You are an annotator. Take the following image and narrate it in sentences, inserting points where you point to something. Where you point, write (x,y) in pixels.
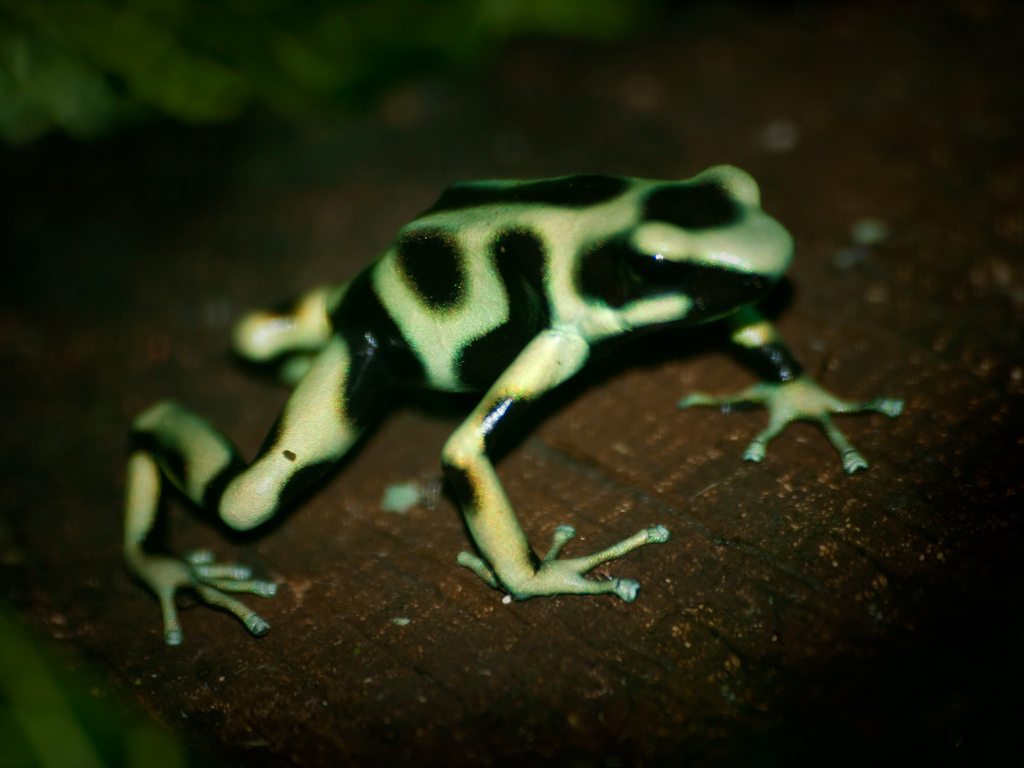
In this image there is a frog (480,367).
